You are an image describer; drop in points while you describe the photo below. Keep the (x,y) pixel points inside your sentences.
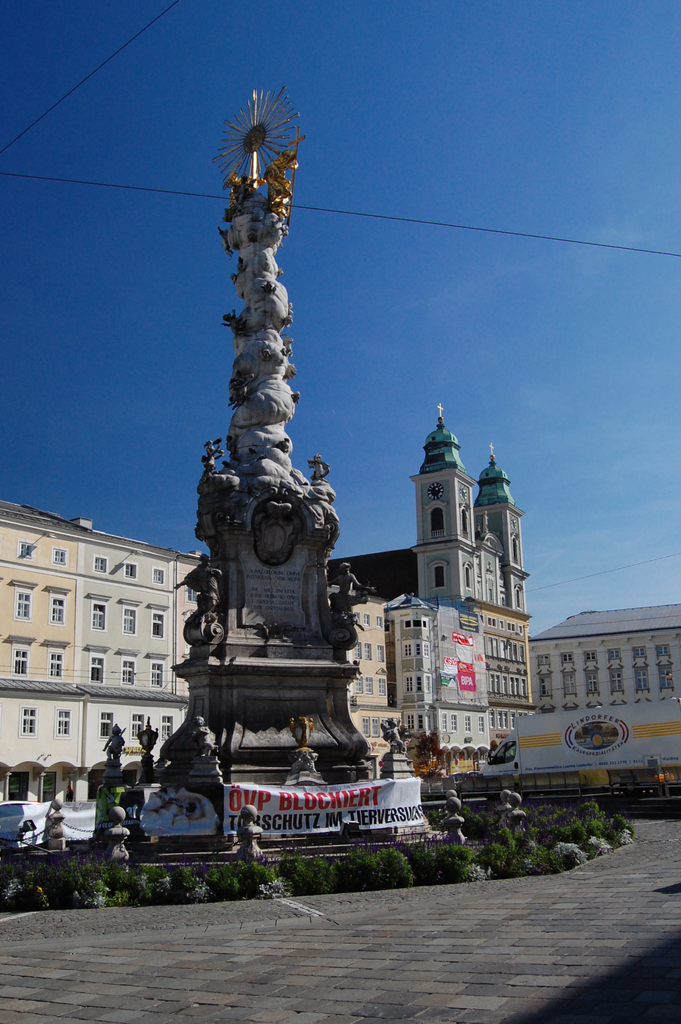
In the center of the image (277,385) we can see a monument (292,655). In the background of the image (24,538) we can see buildings (558,649), boards (105,795), bushes (74,878). At the top of the image (535,193) there is a sky (552,116). At the bottom of the image (443,908) there is a ground (448,930).
